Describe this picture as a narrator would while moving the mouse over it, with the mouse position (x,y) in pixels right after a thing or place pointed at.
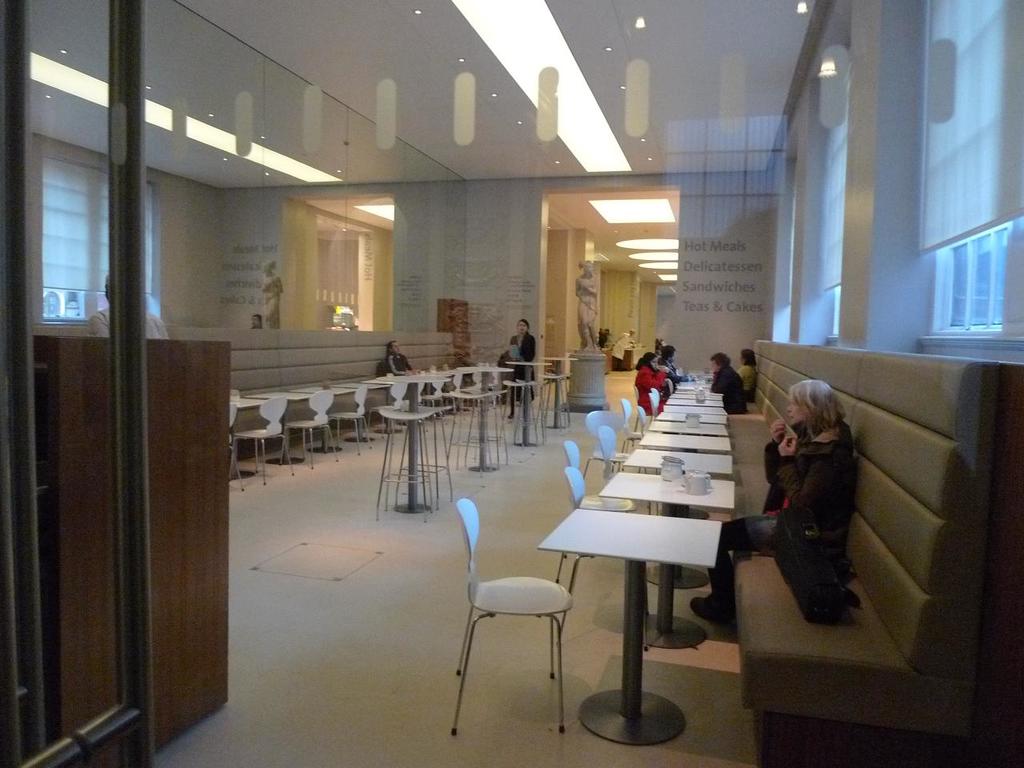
In this image there are tables (584,535) and chairs (474,594). We can see people (743,376) sitting on the sofas (918,442). In the center (520,341) there is a lady (517,369). At the top (635,198) there are lights (639,214). In the background (573,245) there is a wall (380,301) and we can see doors (365,309). There are windows (100,298) and blinds (929,180).
